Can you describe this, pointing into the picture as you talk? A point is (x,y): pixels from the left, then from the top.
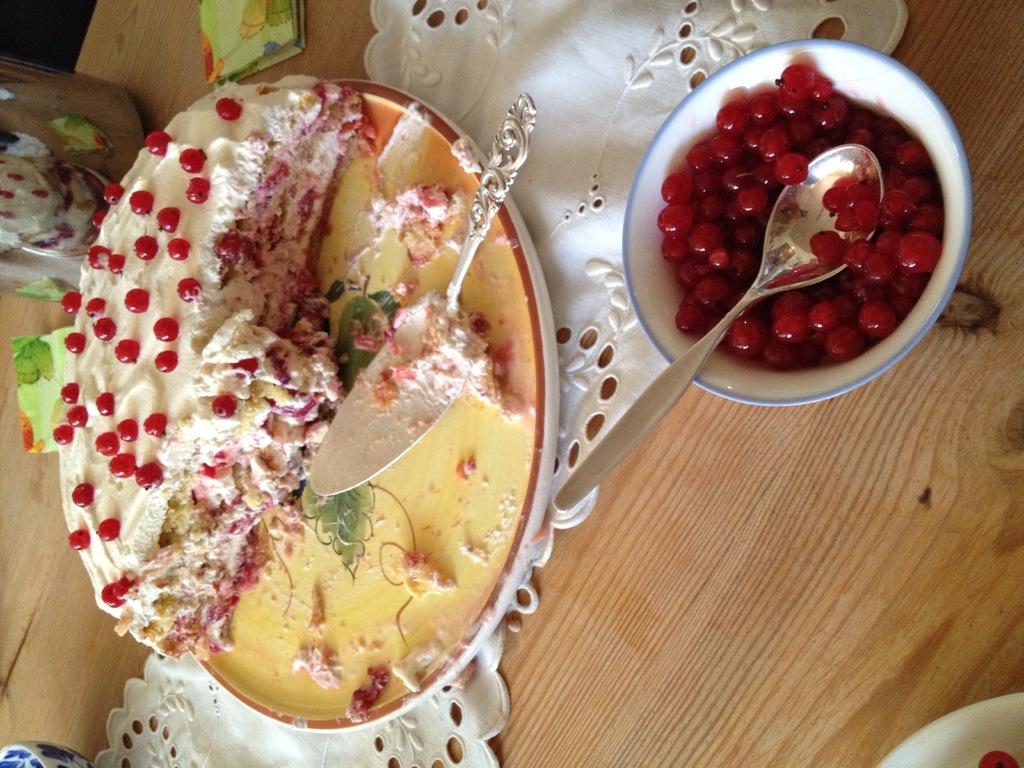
In this image there is a table (524,755), there is a cloth (674,49) on the table (900,403), there is a bowl (793,215) on the table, there is food (742,204) in the bowl (700,128), there is a cake (77,298), there is a spoon (669,370), there are objects (128,150) on the table (155,31).
